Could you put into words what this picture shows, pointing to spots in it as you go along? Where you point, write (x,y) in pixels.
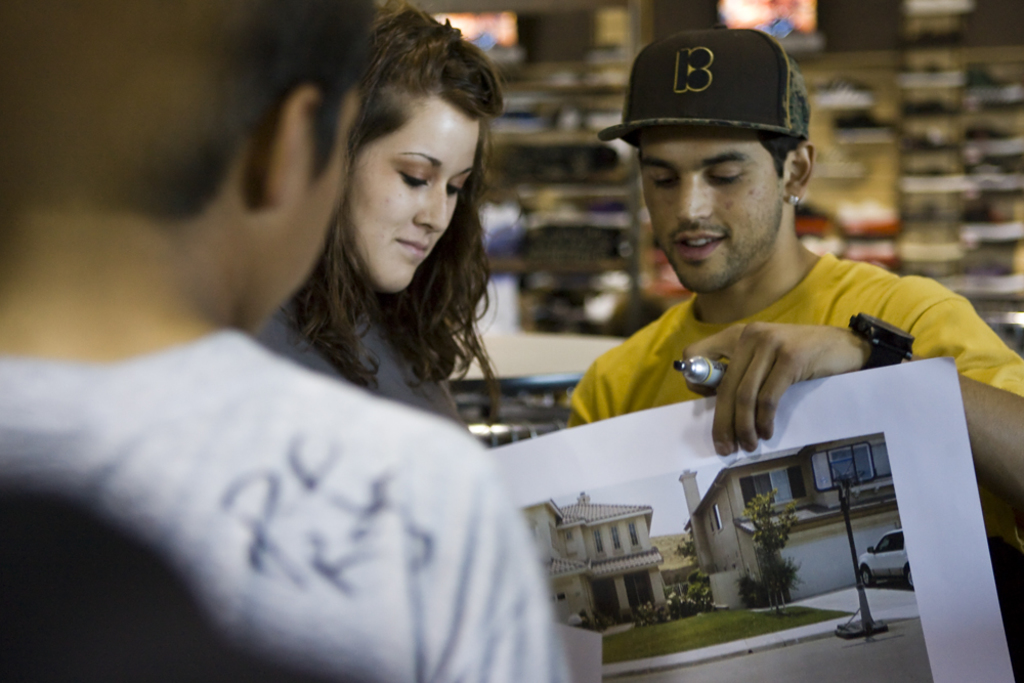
In this image we can see some people (412,407). In that a man (743,380) wearing a cap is holding a paper (737,516) and a marker (720,370). On the backside (635,263) we can see a table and a wall (553,243).
